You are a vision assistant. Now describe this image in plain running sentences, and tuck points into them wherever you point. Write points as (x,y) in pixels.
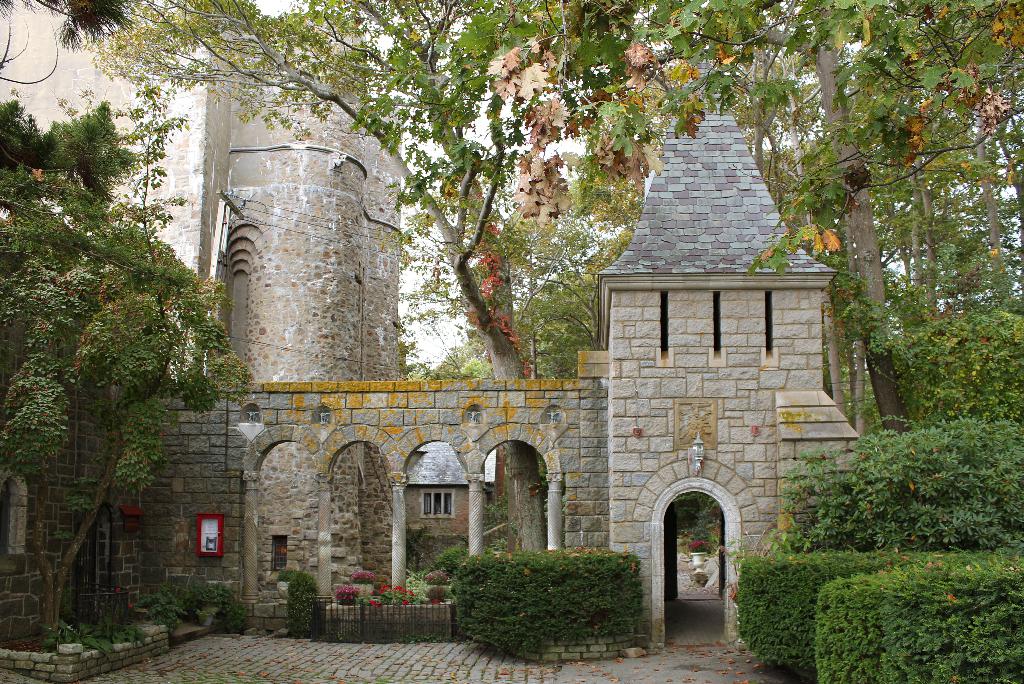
In this picture we can see building (303,454), around we can see so many tree (966,35) and plants (411,588).
